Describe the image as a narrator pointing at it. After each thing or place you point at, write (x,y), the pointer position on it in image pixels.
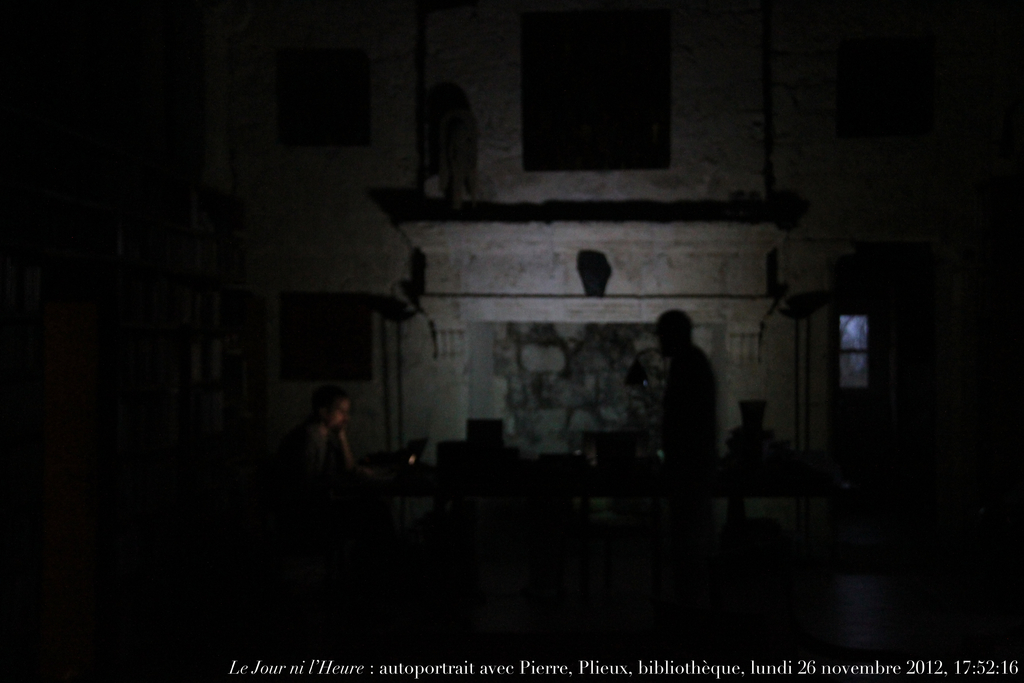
This is a dark colour image in this image a person (323,466) sitting on chair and another person (691,450) is standing between them there is table (641,489), on that table (362,487) there are objects (595,453), in the background (447,93) there is a building (940,67) at the bottom (377,677) there is some text (270,668).
